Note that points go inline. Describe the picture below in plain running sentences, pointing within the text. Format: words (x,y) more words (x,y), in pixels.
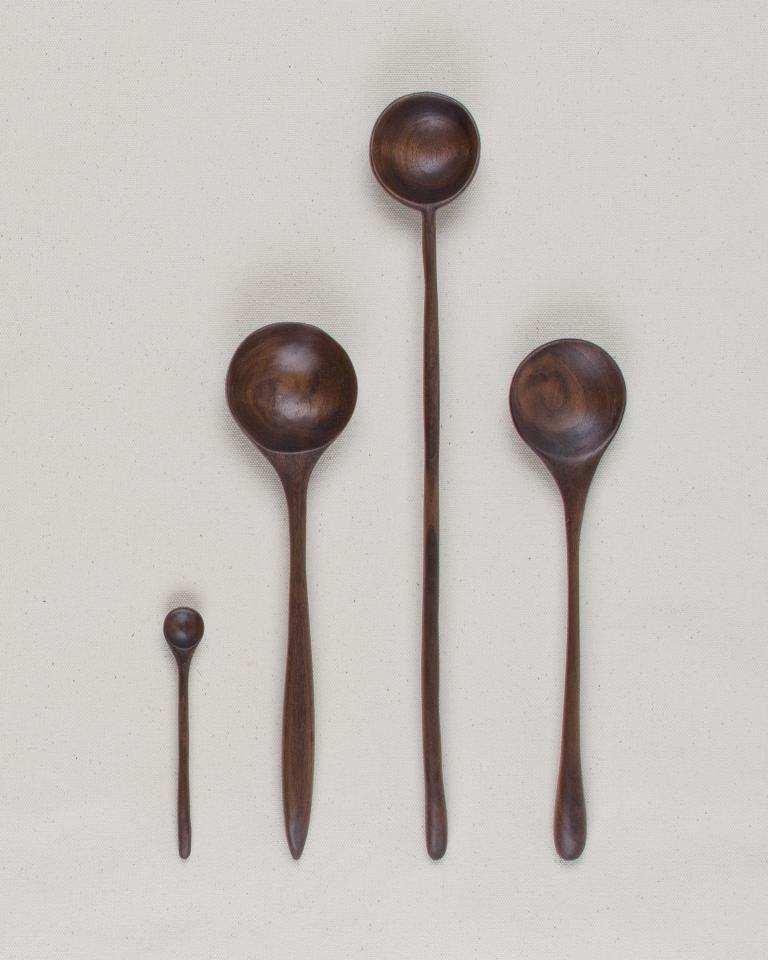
In this image we can see wooden spoon set (313,411) placed on the surface (329,892).
